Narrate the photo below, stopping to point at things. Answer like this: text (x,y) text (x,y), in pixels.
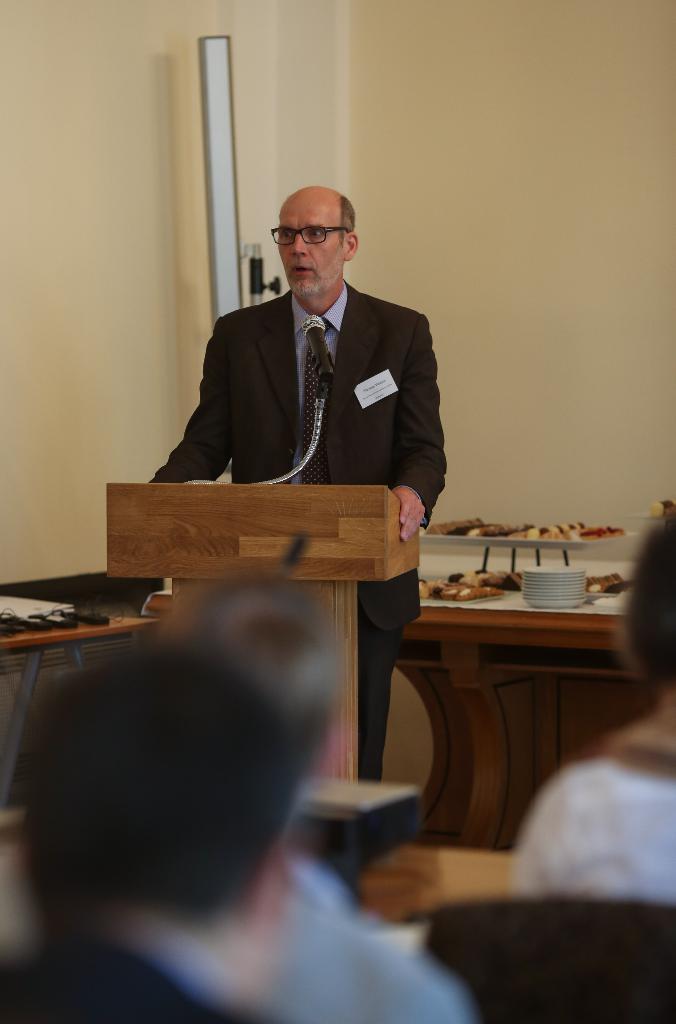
There is a man (257,385) standing near the podium (367,531). There is mic (317,330) in front of him. A man (330,240) is wearing a spectacles (328,232) and a badge (366,383). At the bottom (191,733) there are three people (293,973) who are listening to the man (429,471). At the background (508,486) we have wall (459,114), plates (549,579), tray (544,544), food (532,532).
